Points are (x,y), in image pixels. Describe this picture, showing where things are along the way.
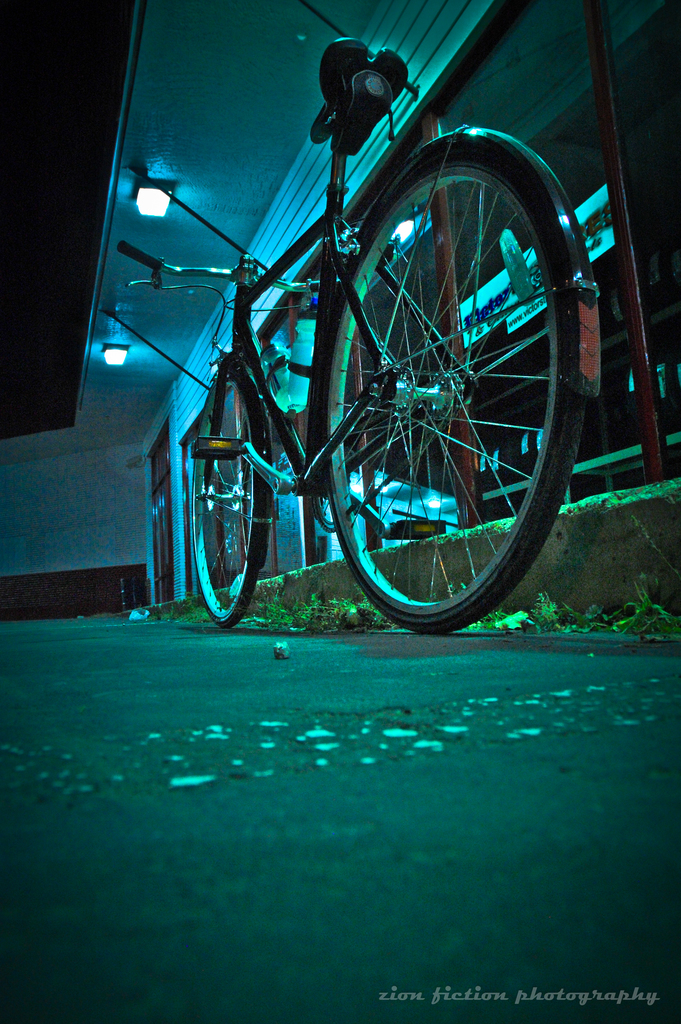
In the center of the image (411,444) there is a cycle (454,568) on the road (348,669). At the top of the image (246,166) there is ceiling (176,240) with lights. At the bottom of the image (446,988) there is some text (530,1002).
